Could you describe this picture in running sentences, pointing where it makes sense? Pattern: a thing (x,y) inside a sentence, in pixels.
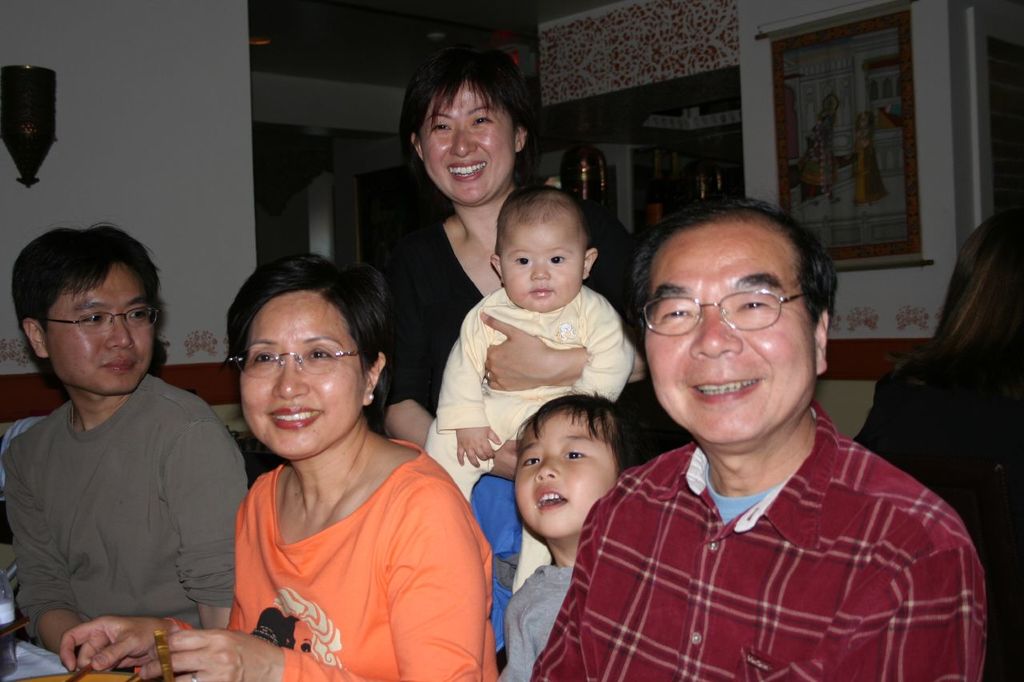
In this image we can see a group of people (805,583) posing for a picture, one among them is carrying a baby (617,357), behind them there is a painting (854,85), a wall decor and a few other objects (662,162).
